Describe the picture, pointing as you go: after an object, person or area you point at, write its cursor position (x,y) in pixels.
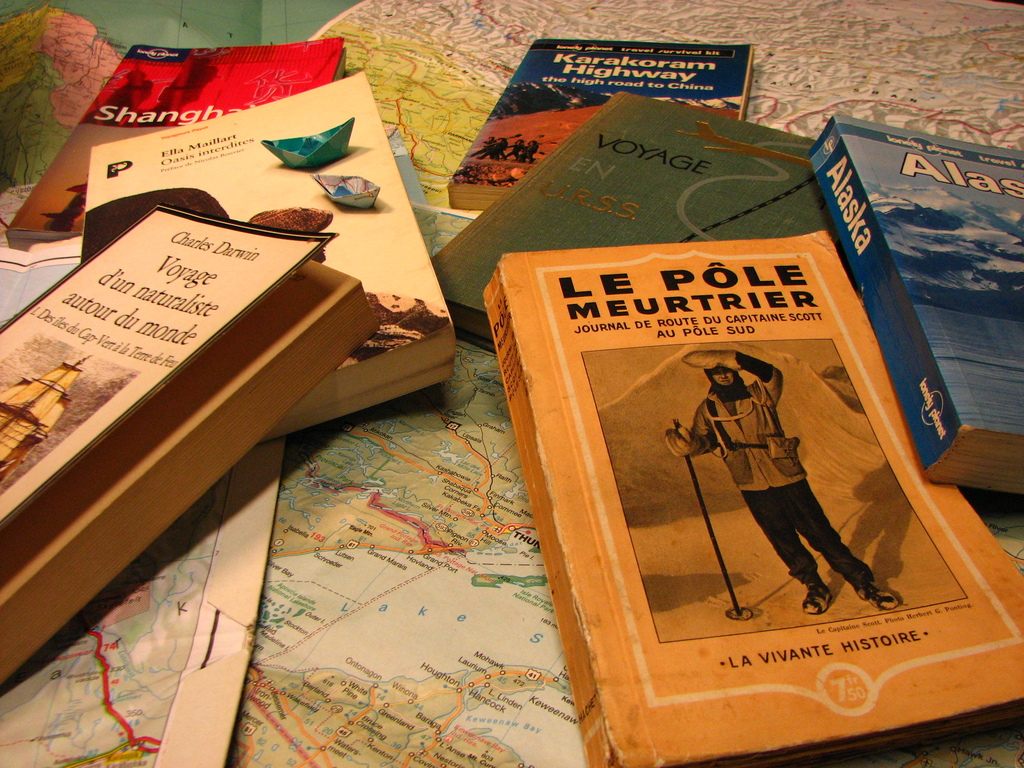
In the picture we can see a table (158,719) covered with world maps (312,745) on it we can see different type of story books (865,710).
